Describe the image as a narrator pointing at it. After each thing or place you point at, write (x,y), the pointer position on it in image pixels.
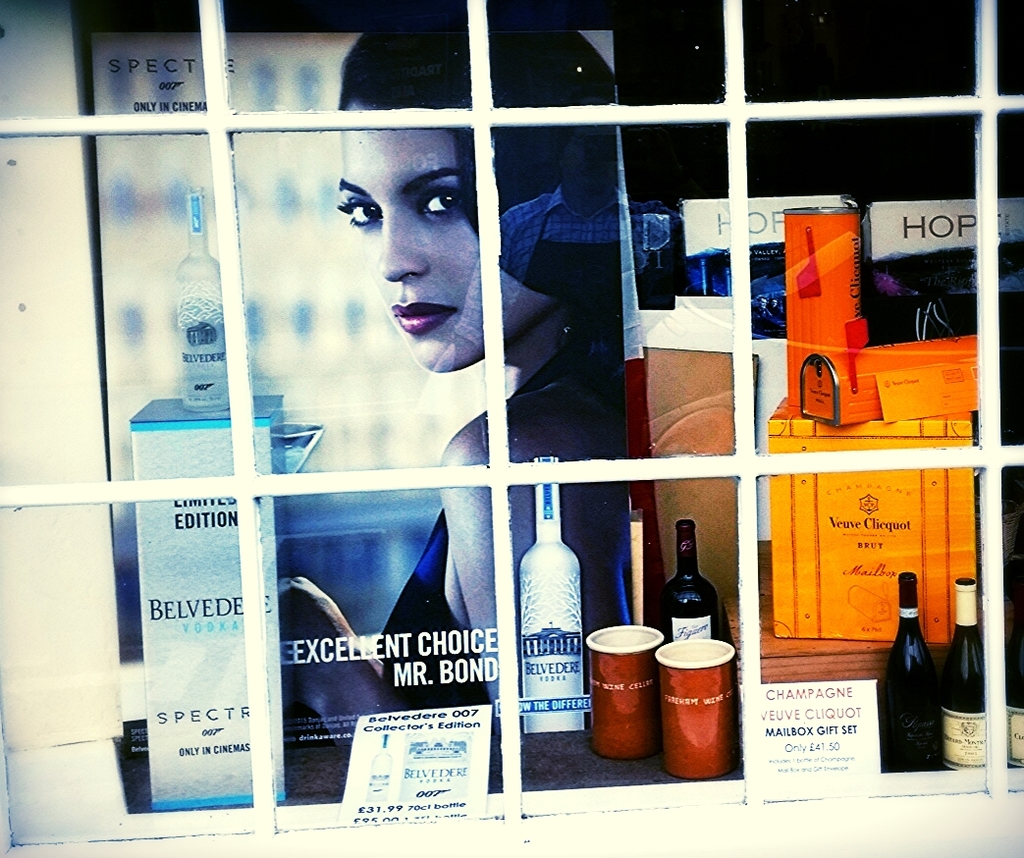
In this image we can see a window (505,445). Through the window (535,288) we can see a poster (358,303) and on the poster (423,272) we can see an image (423,272) of a person (408,240). We can see a group of objects (831,523) behind the window (613,676).
